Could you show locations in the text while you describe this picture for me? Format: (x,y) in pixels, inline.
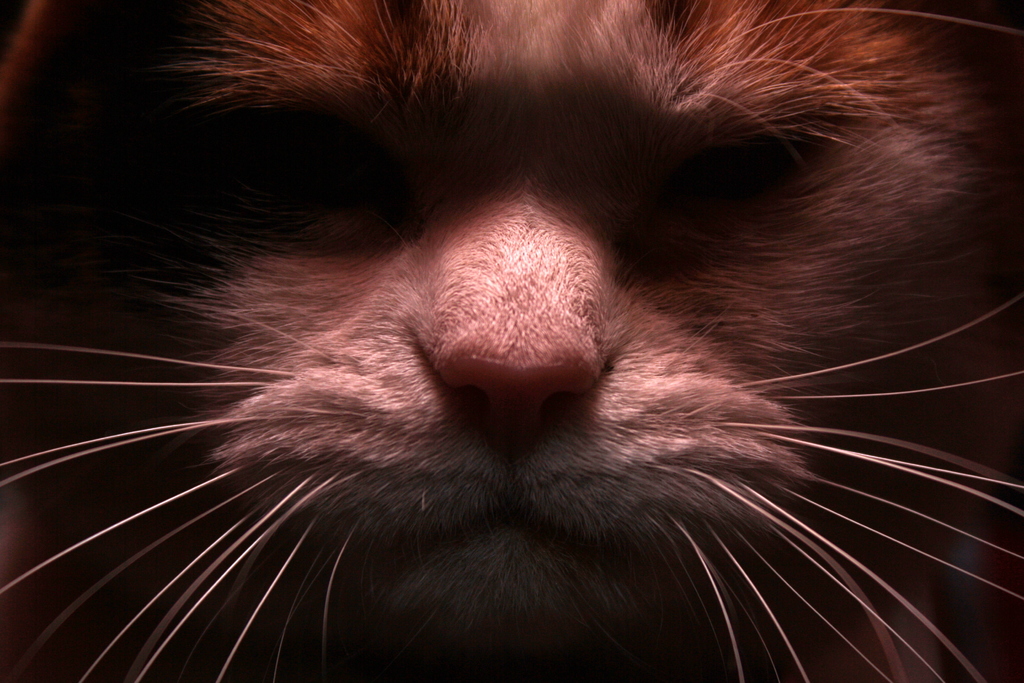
In this image, we can see the face (924,137) of a cat (910,219).
